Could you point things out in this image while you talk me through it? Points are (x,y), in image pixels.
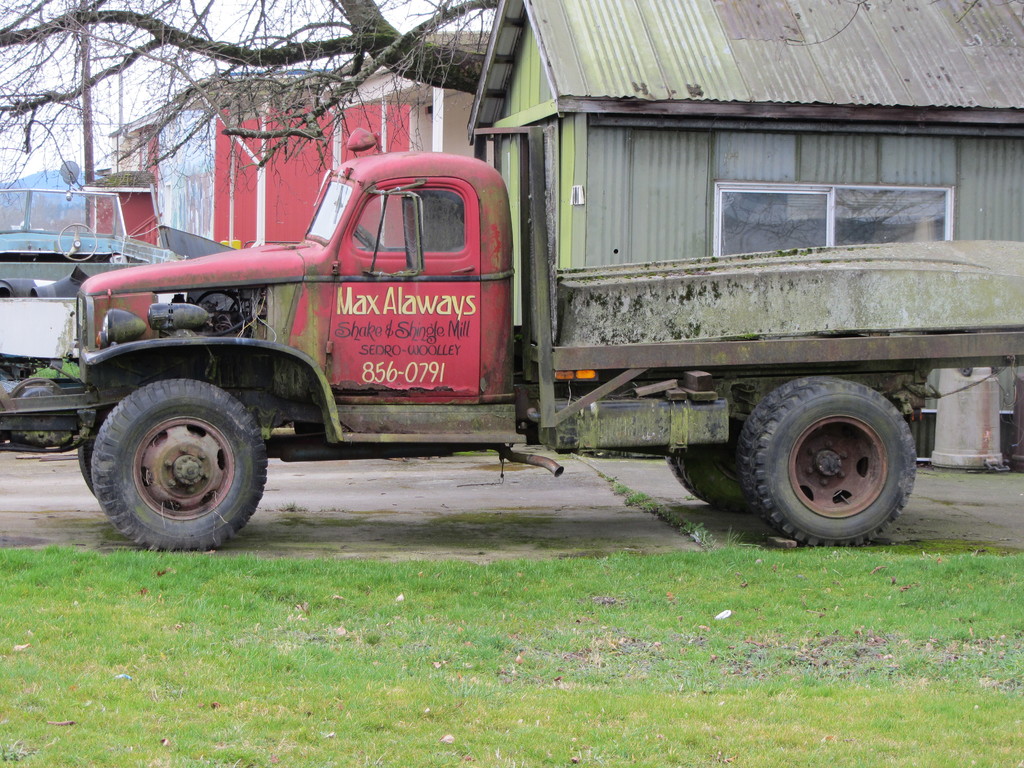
In this image in the front (377,610) there's grass (577,669) on the ground (577,669). In the center (524,322) there is a vehicle (428,332) with some text (458,332) written on it. In the background (242,183) there are buildings (297,190), trees (329,48) and there are scrap materials (63,268) and the sky (128,30) is cloudy.
